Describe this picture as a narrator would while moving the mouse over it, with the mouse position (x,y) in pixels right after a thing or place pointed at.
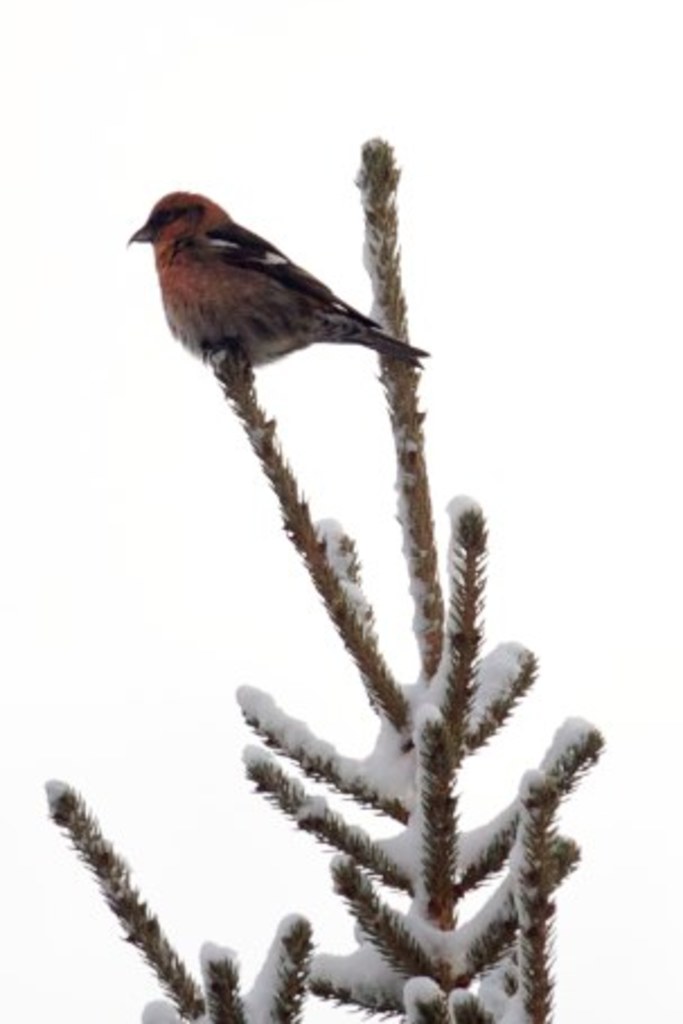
In this image we can see a plant (466,627) covered with the snow (263,696), on the plant (374,664), we can see a bird (308,338) and the background (446,102) is white.
